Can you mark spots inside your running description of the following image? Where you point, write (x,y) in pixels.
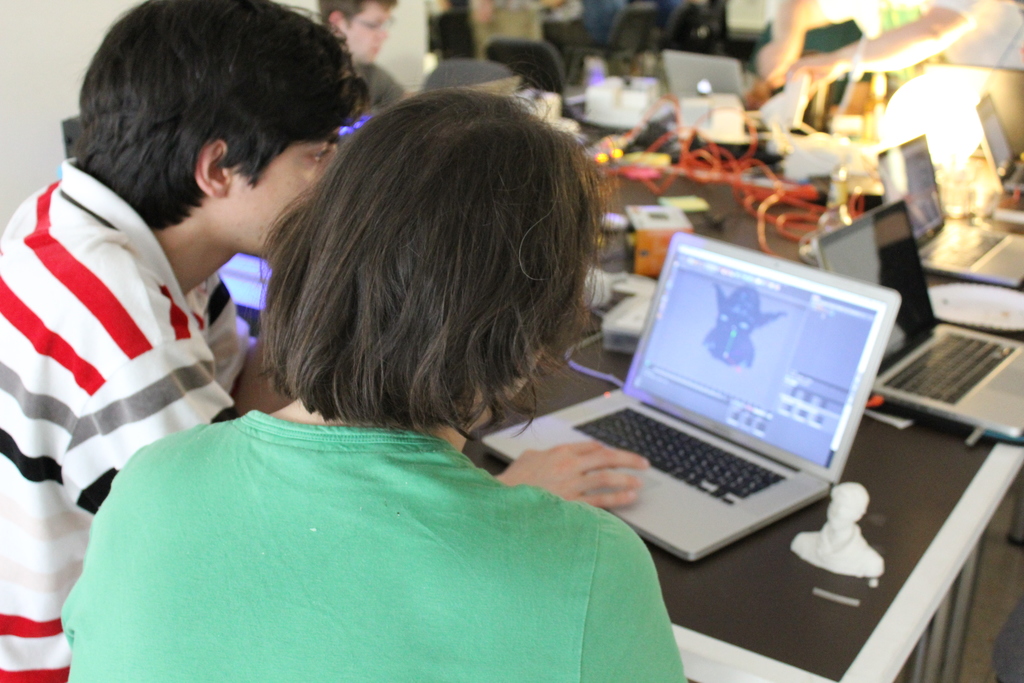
In the picture I can see people (404,408) are sitting in front of a table (697,225). On the table (714,232) I can see laptops (778,342), wires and some other objects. The background of the image is blurred.
